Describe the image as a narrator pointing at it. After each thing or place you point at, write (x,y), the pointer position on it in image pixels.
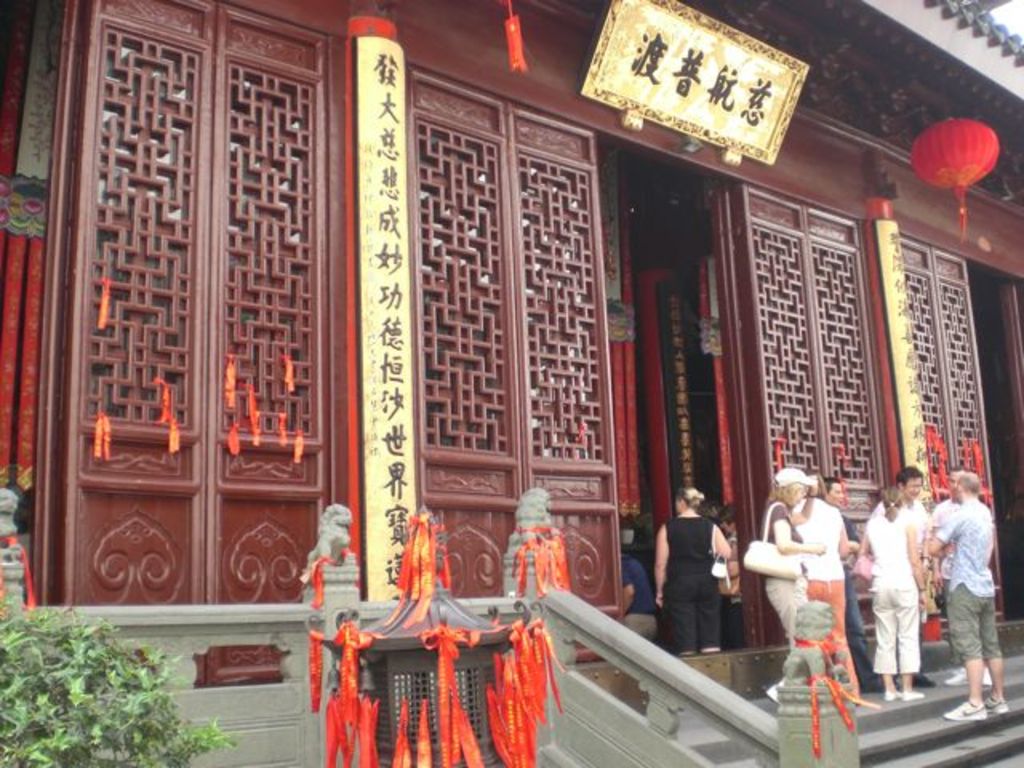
This is picture there is a building (585,454) and there are boards (779,115) on the building (958,297) and there is text (384,152) on the boards (782,118) and there is a lantern (956,148) hanging on the ceiling (928,106) and there are group of people (843,618) standing. In the foreground (454,620) there is a railing (558,619) and there is a plant (151,714) and there are cloth pieces (424,578) tied to the railing (561,635). At the right top (1020,19) it looks like sky (1010,18).
